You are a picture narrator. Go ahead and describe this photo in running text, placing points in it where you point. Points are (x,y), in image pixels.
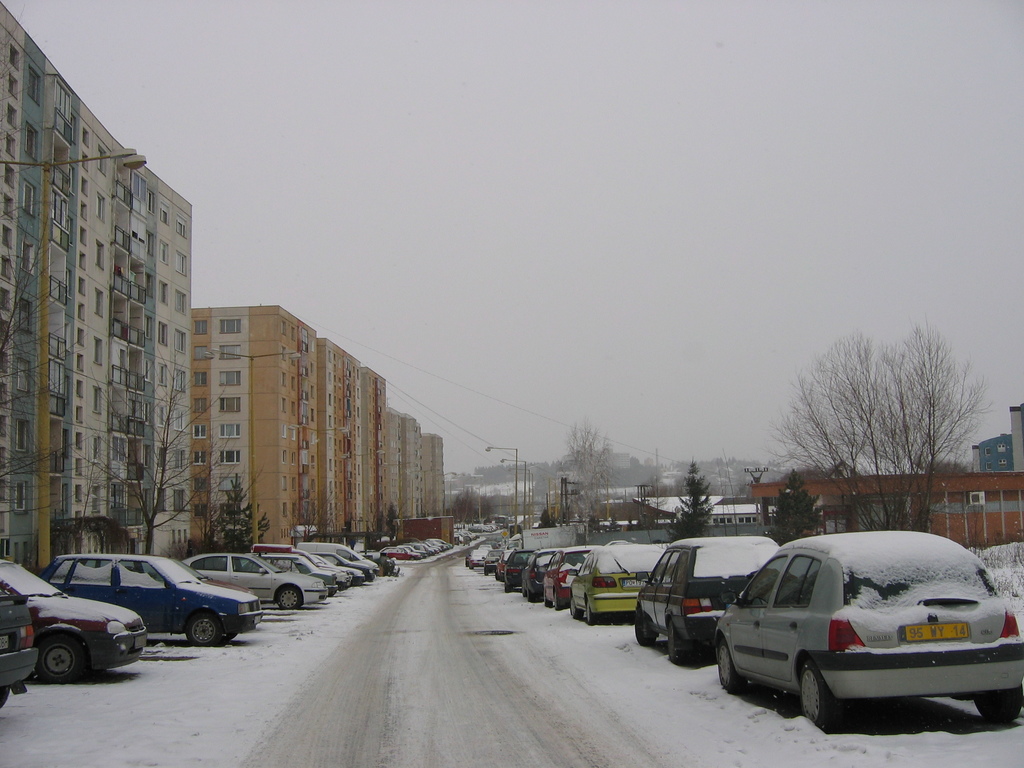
In this picture there are houses (36,221), trees (787,486), cars (774,576), and poles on the right (821,686) and left side of the image (299,451), it seems to be there is snow (401,598) in the image.
